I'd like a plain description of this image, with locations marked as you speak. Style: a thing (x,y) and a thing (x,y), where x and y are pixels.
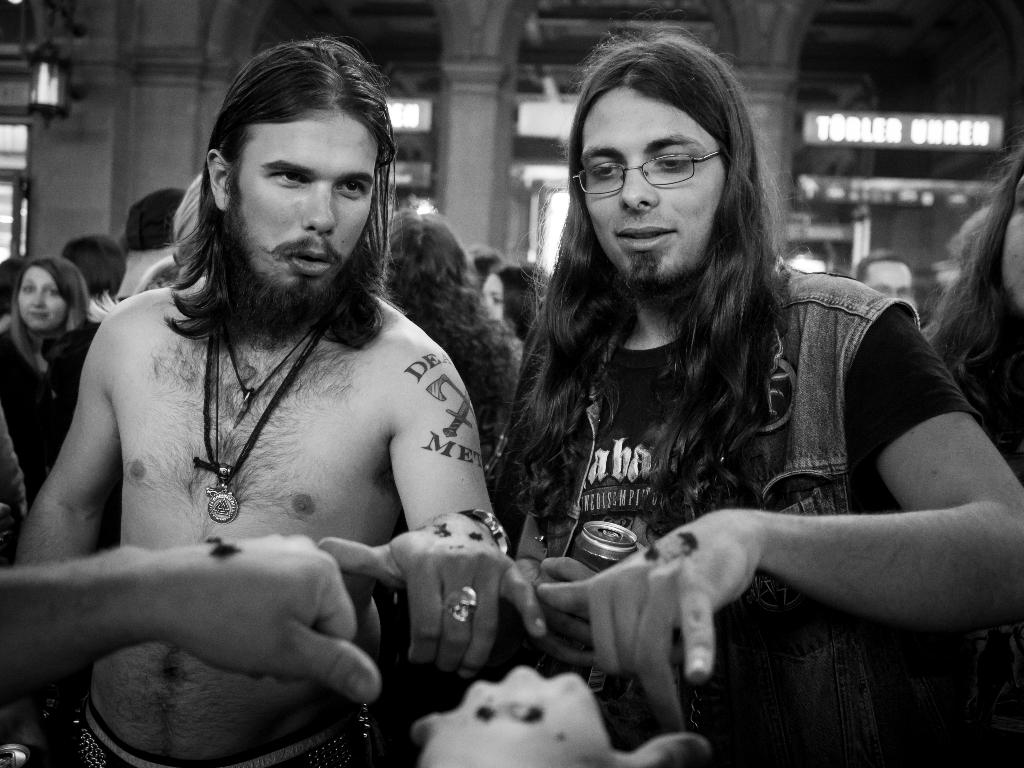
In this image we can see two persons (241,335) are standing, he is wearing the glasses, at the back (980,276) there are group of persons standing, there are pillars (485,106), there are lights (52,62), there it is in black and white.
